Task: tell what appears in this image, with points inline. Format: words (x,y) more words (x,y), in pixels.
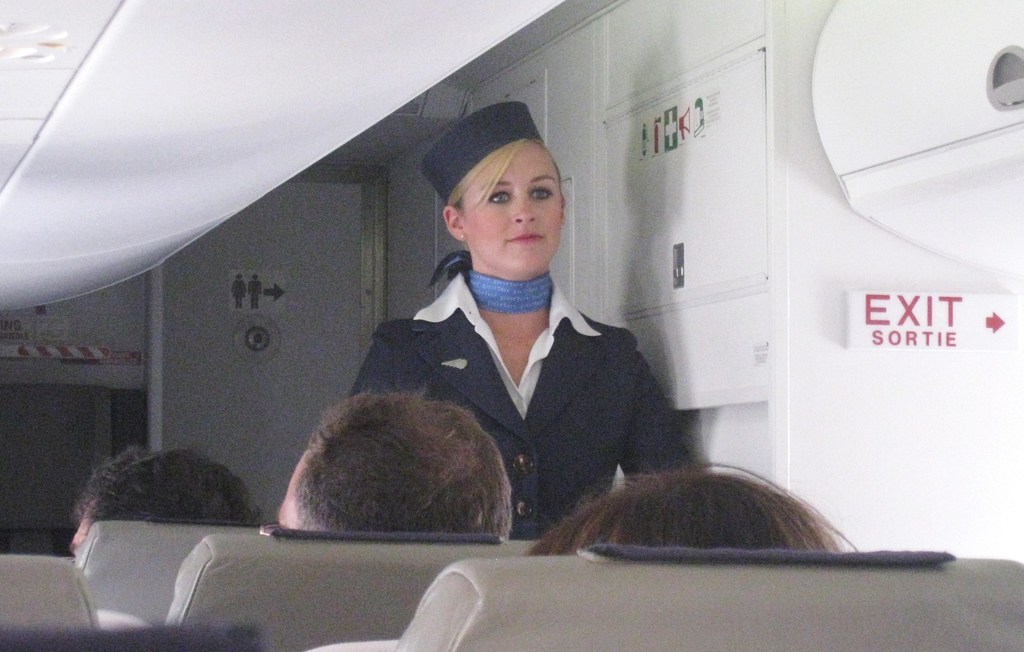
In this picture we can see an air hostess (564,447) standing and looking at someone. There are many people (708,511) sitting in the aeroplane (312,579).
